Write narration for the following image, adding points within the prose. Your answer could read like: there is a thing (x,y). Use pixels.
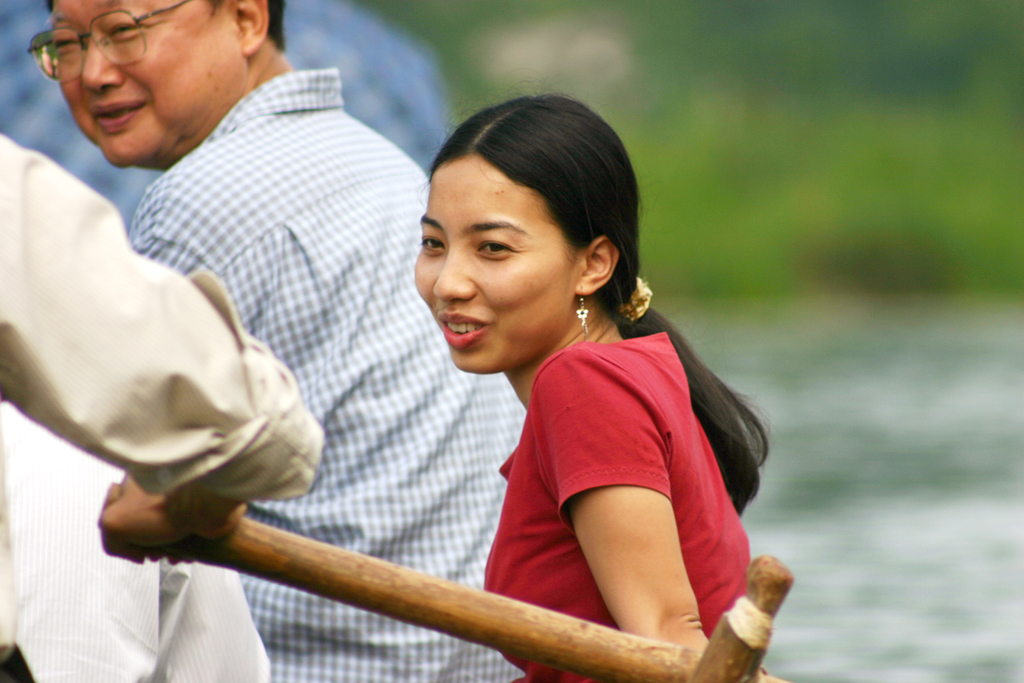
In this picture there are two persons (394,408) sitting and smiling. At the back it might be an umbrella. In the foreground (21,163) there is a person (11,153) holding the stick (524,617). Right side of the image (783,201) is blurry. At the back (698,124) there are plants (754,88). At the bottom (887,526) there is water (876,398).
